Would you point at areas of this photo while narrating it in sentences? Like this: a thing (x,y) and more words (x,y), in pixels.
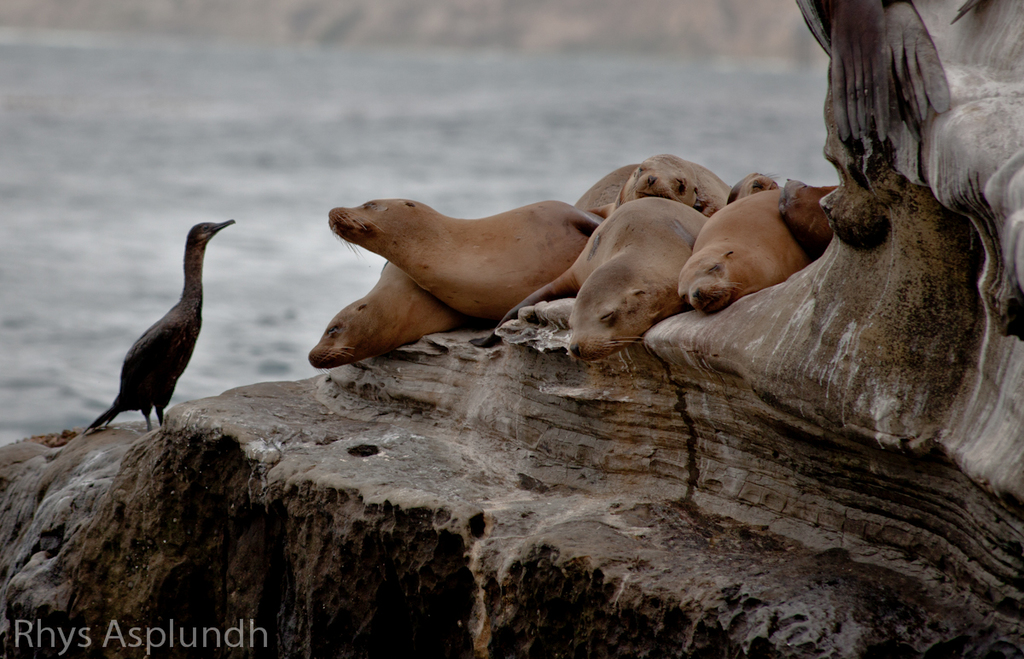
In this picture I can see few seals (591,269) and a bird (131,380) on a rock (327,461) and I see that it is blurred in the background (693,97). On the left bottom corner of this picture (207,634) I can see the watermark (206,632).
